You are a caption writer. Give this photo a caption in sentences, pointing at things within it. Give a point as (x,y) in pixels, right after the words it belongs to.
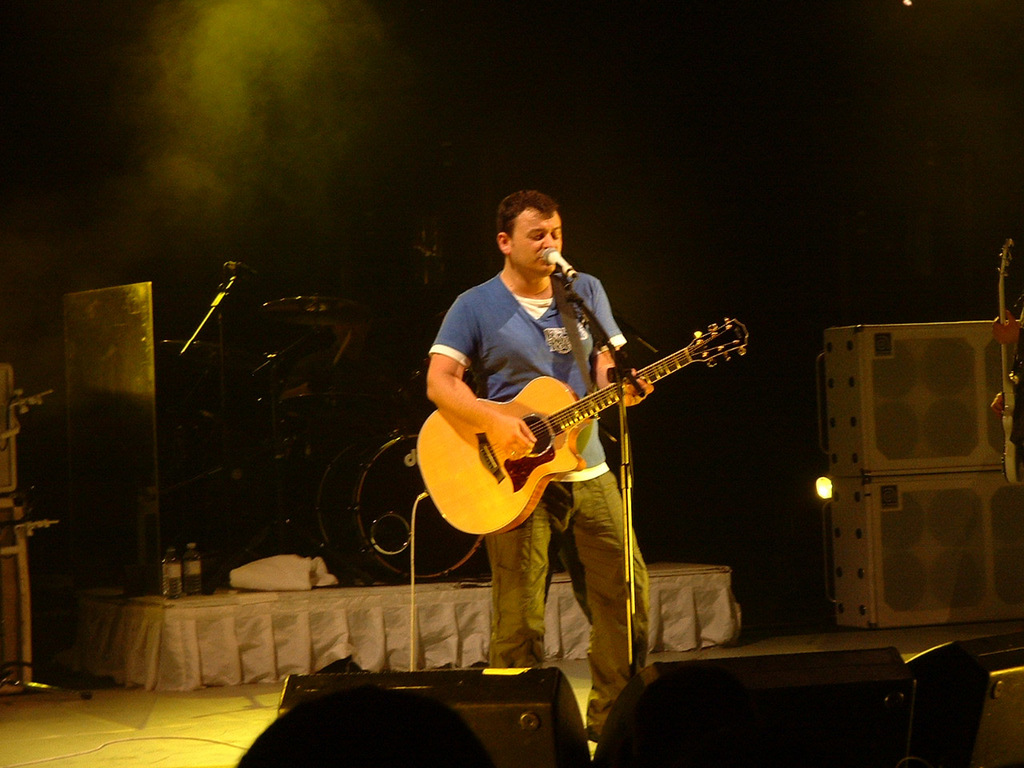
In this picture we can see man (517,562) standing holding guitar (560,381) in his hand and playing it and singing on mic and beside to him we can see bottles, cloth (305,587), stage (309,601), speakers (863,506) and in background (479,187) it is dark.
